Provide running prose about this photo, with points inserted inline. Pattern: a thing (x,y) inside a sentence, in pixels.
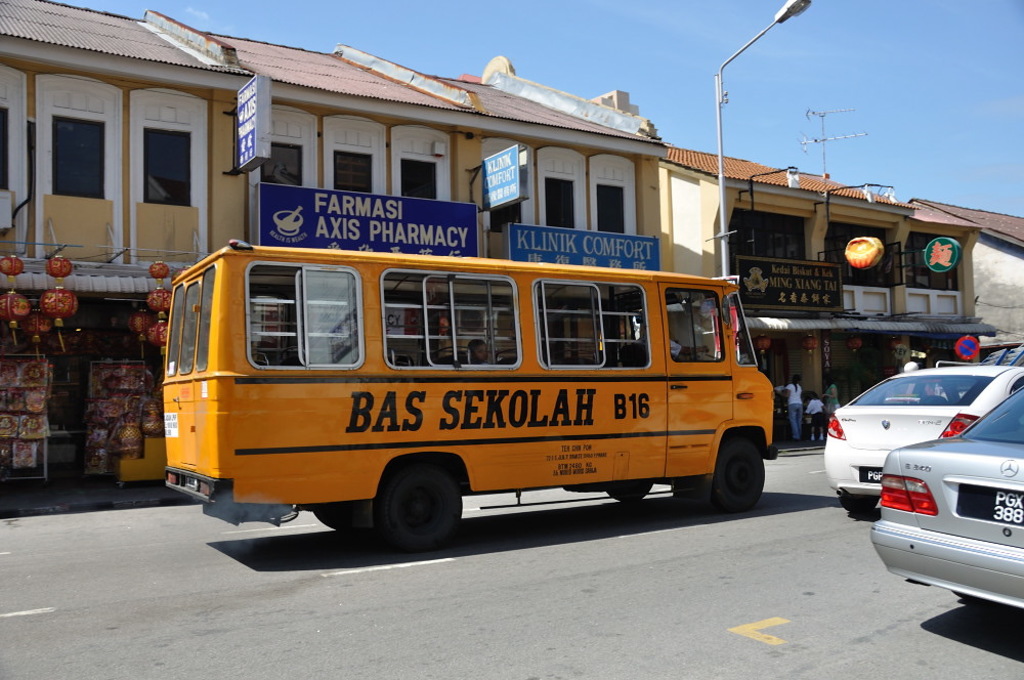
In this picture we can see vehicles (857,455) on the road (435,552), name boards (372,233), light pole (749,47), sign board (378,219), some objects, buildings (911,243) with windows (597,216), some people (833,390) are on the footpath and in the background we can see the sky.
